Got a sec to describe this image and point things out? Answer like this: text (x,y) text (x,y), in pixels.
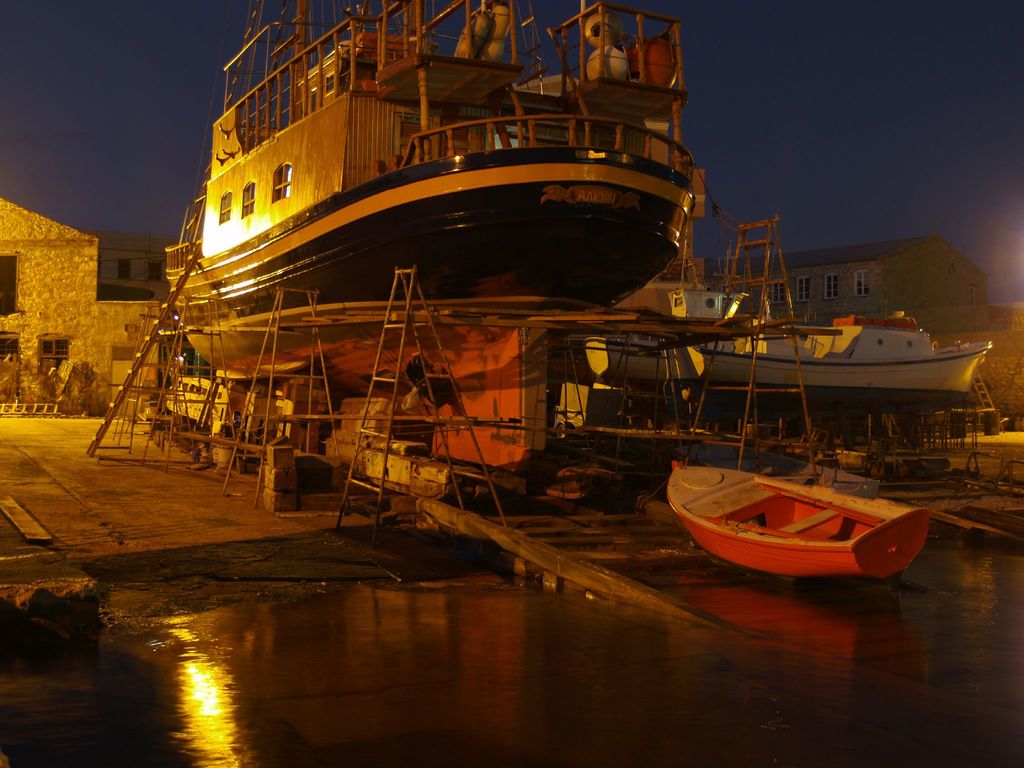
In this image we can see the boats (815,515) and a ship (308,347), there are some ladders (270,414), buildings (83,316), bricks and water (394,644), in the background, we can see the sky (552,46).
